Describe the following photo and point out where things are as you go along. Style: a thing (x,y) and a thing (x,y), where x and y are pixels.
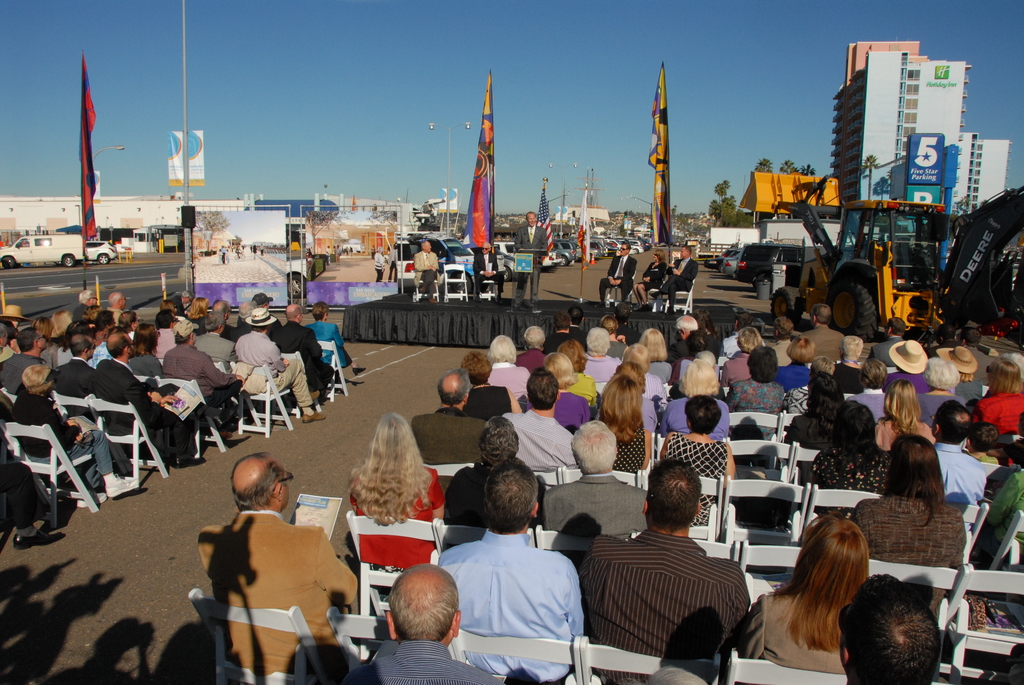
In this image I can see some people (400,506) are sitting on the chair (337,624). I can also see some people (676,276) are sitting on the stage (481,321). In the background (597,253), I can see the vehicles (591,239), buildings (904,148), trees (732,201) and the sky (733,53).
